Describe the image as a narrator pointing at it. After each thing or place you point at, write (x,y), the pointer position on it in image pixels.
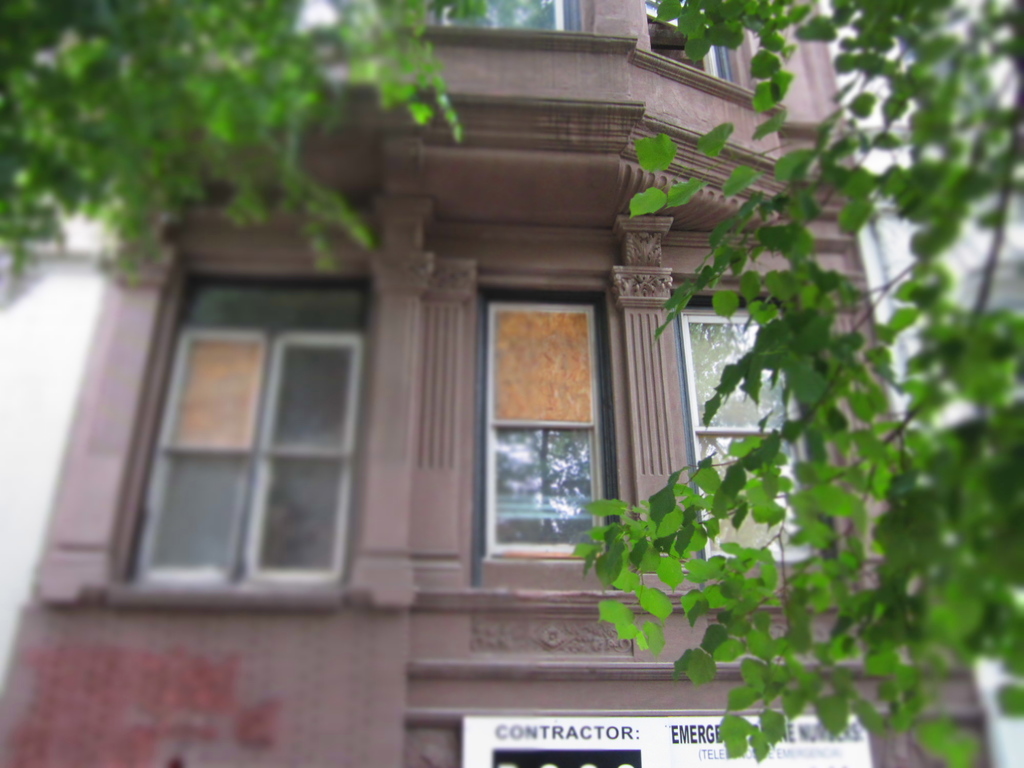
In this image there is a building (544,433) having a board (590,732) attached to it. On the board (599,741) there is some text (579,734). Front side of the image there are few branches (232,33) having leaves (249,38).
